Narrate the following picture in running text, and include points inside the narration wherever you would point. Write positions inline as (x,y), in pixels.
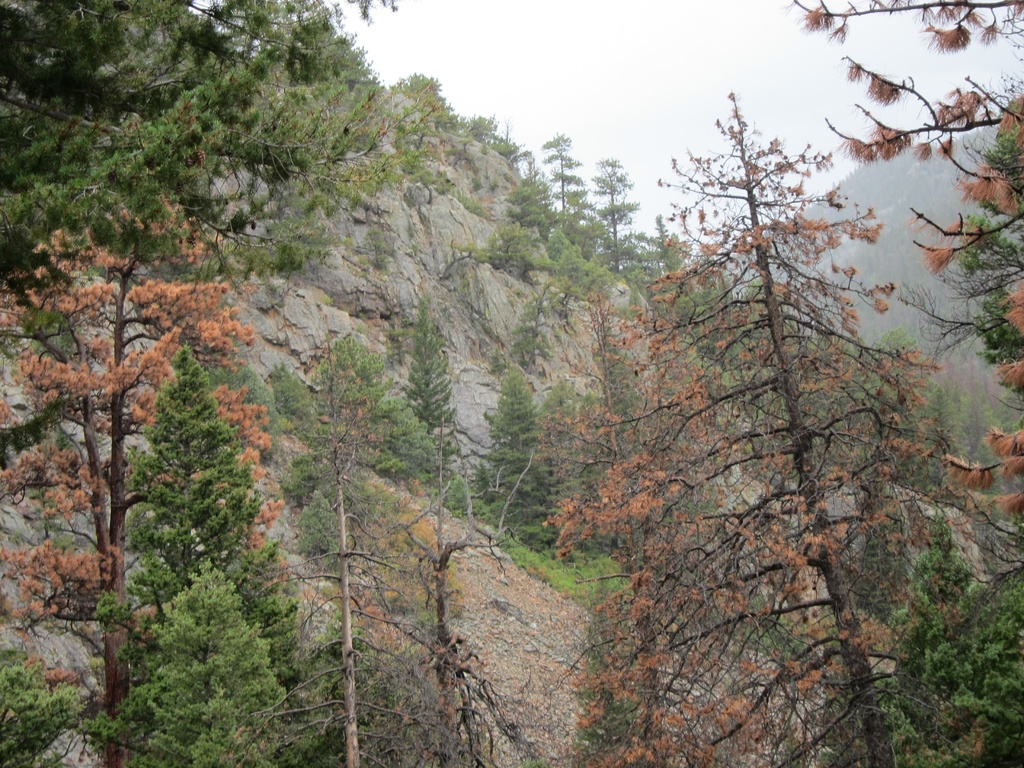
In the picture I can see the hills (902,241) and trees (102,187). There are clouds (831,140) in the sky (690,223).
